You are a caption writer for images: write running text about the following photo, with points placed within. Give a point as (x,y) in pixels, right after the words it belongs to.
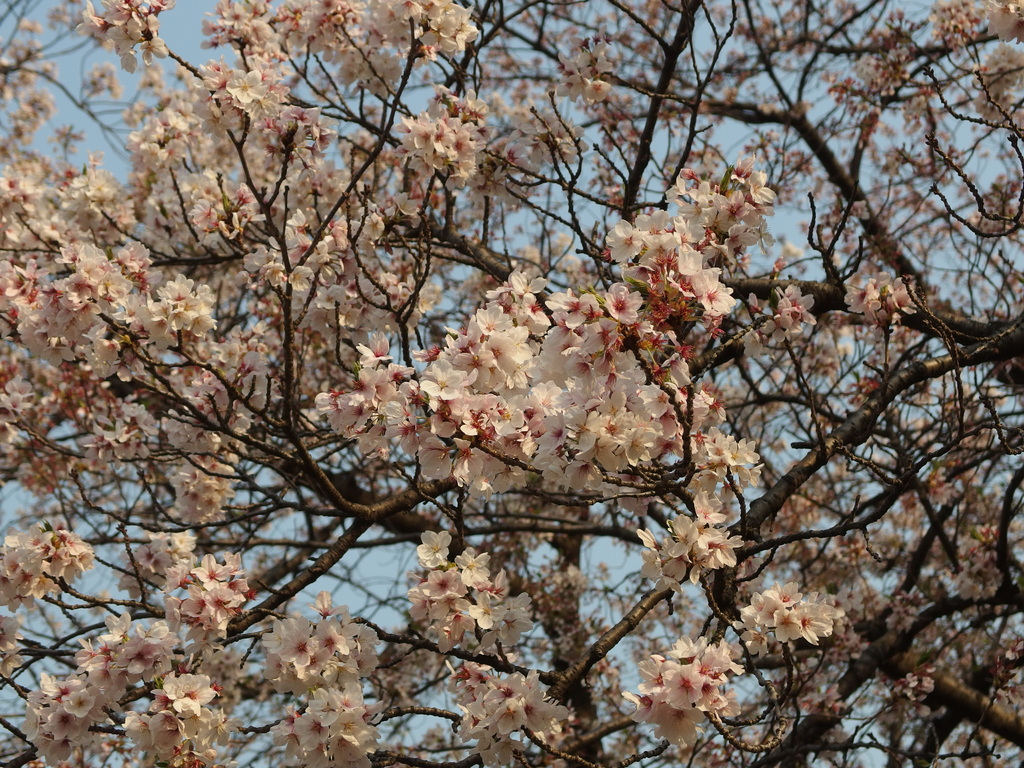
Here in this picture we can see a tree (642,390) present over there and to that we can see white colored flowers (181,297) present all over it.
